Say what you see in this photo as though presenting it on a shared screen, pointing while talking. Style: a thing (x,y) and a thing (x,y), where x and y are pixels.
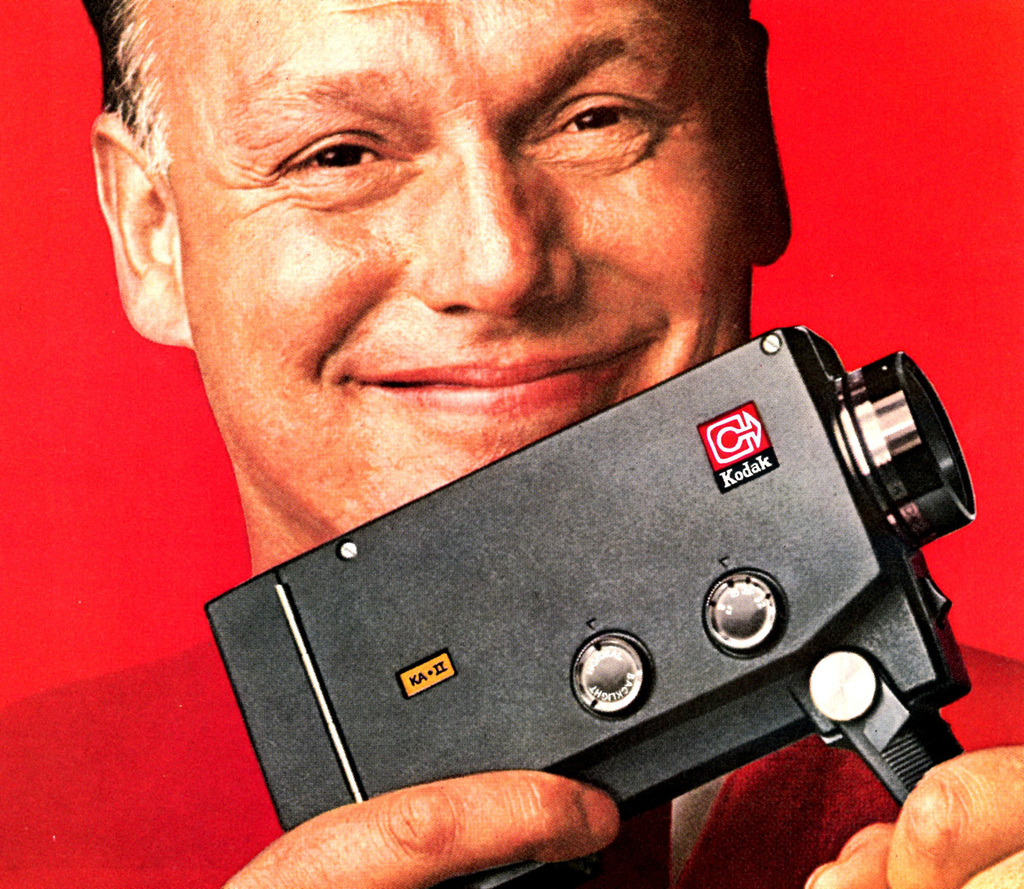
In this image the background (29,120) is red in color. In the middle of the image (530,434) there is a man (373,421) with a smiling face (474,330) and he is holding a camera (577,594) in his hands (954,827).
